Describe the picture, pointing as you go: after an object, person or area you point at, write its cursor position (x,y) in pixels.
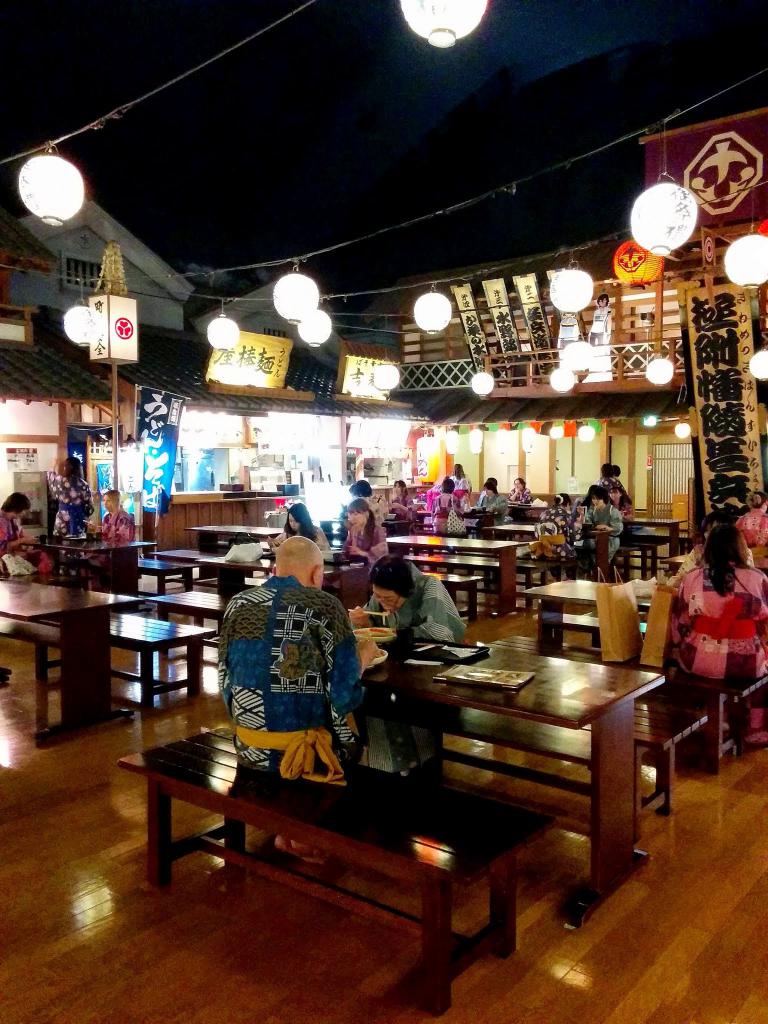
In this image I can see number of benches (569,753) and on these benches (8,628) I can see people (593,511) are sitting. I can also see lights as decoration (748,274) and few buildings (378,410).
